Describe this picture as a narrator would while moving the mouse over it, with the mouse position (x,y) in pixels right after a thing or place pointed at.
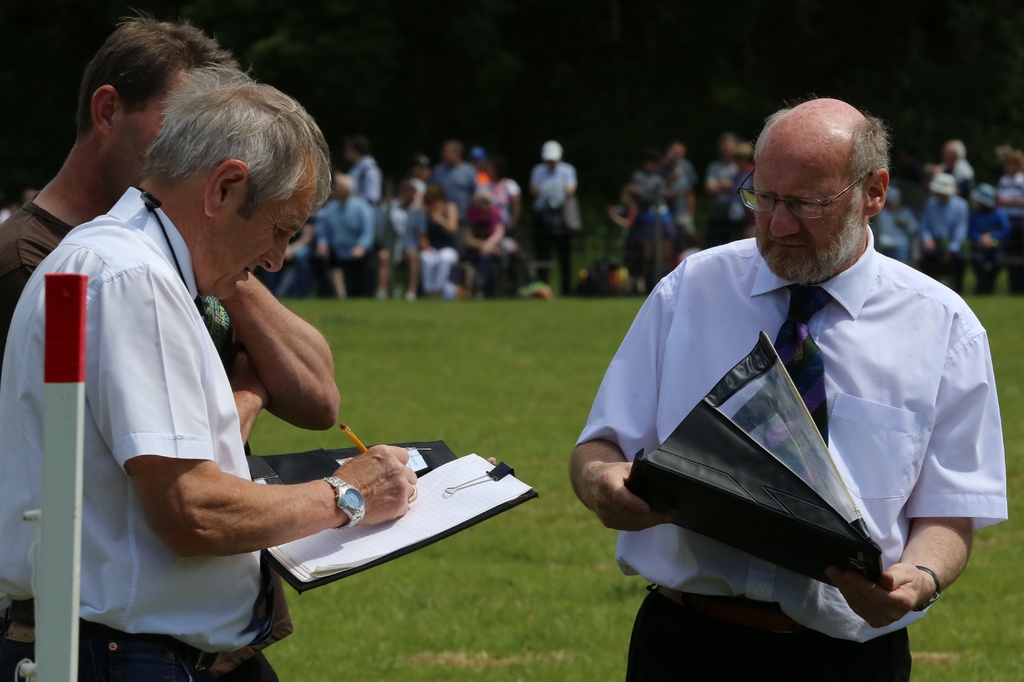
In this image I can see on the right side (925,382) a man (867,378) is there, he is wearing shirt (874,424), trouser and tie (810,396). On the left side (9,464) there is a man (205,499), he is writing, in the background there are people (649,274). In the middle (541,445) there is the grass (539,440).
